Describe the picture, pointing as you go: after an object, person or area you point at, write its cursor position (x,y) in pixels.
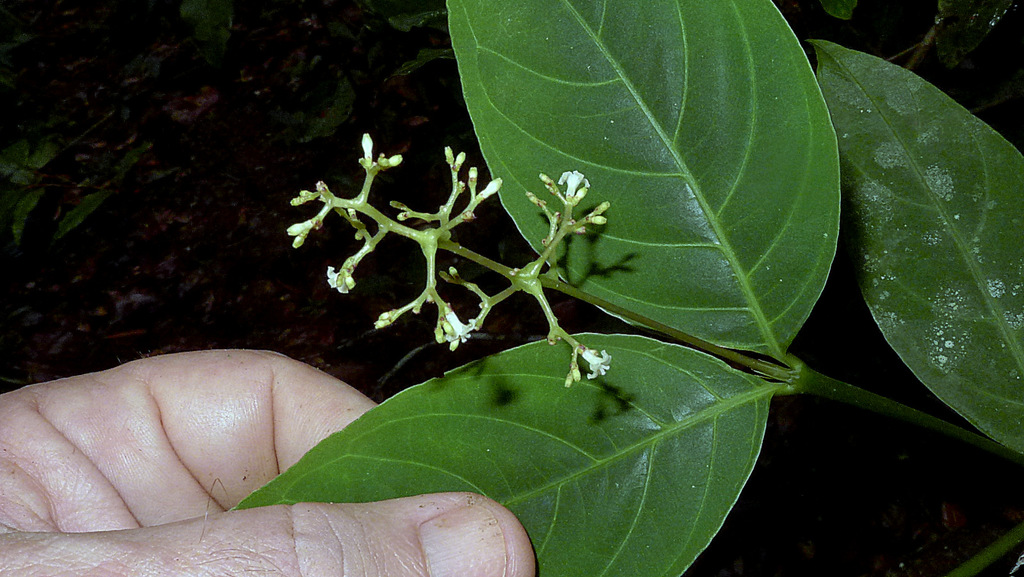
In the center of the image (613,341) we can see one plant (524,431). On the left side of the image (339,524), we can see one human hand (470,509) holding one leaf (633,451). In the background (494,239) we can see plants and a few other objects (188,230).
